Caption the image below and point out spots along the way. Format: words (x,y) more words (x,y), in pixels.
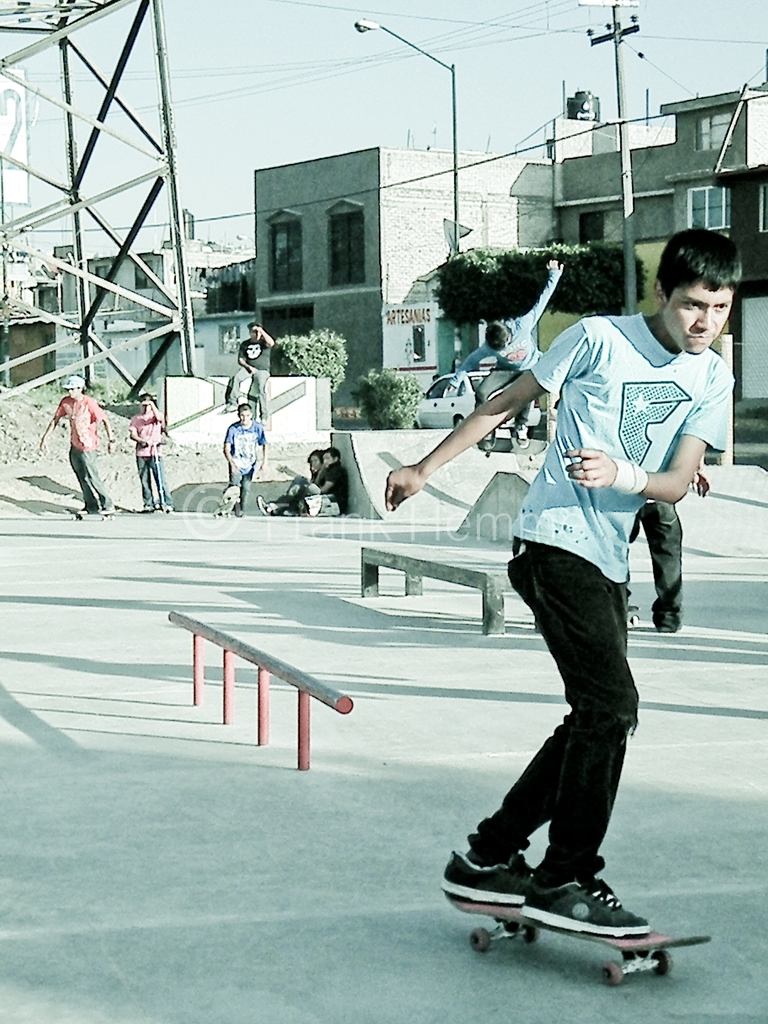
In this image I see a boy (584,325) who is on the skateboard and I see the skating platform (328,591) and I see the rods (383,551) over here. In the background (223,105) I see few more boys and I see the buildings (259,300), bushes (456,292), poles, wires (688,92), a tower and the sky (334,111) and I see a light pole (439,60) over here.
